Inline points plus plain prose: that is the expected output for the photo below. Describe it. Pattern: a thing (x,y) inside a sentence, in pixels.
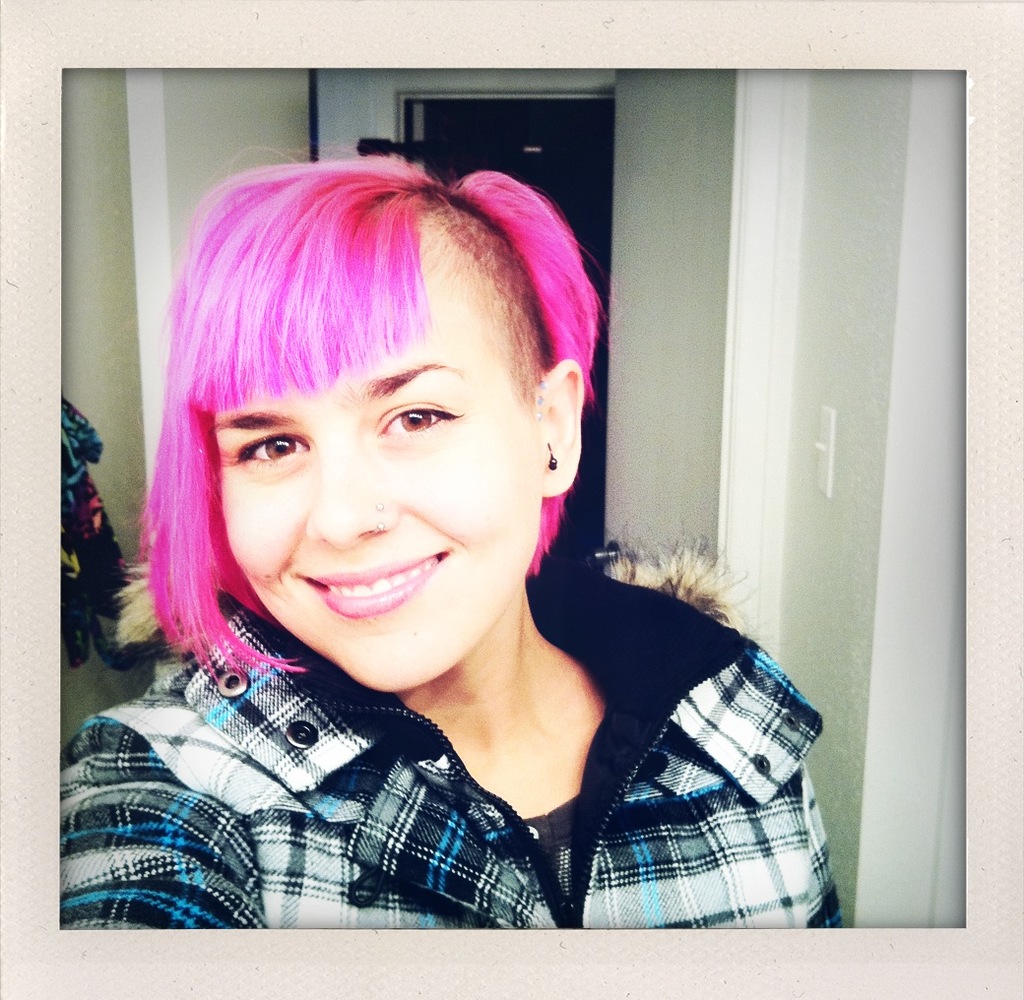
Here we can see a woman (382,609) and she is smiling and her hair (277,369) is in pink color. In the background (350,125) there is a wall (183,160). On the left (82,561) we can see a cloth (80,527).
